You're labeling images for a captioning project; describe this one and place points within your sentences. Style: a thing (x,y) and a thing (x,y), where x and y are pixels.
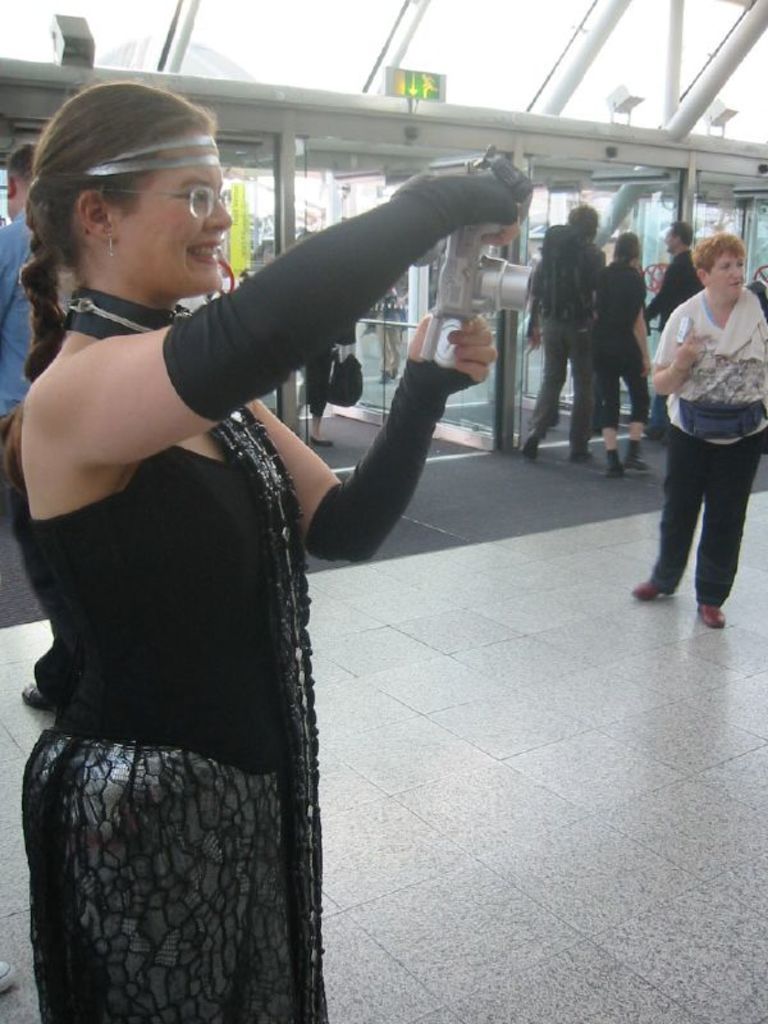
In this picture I can observe a woman (91,701) wearing black color dress (214,588) and spectacles (225,196), holding a camera (479,259) in her hands (481,343). In the background (602,412) there are some people (570,287) walking on the floor (659,509).
